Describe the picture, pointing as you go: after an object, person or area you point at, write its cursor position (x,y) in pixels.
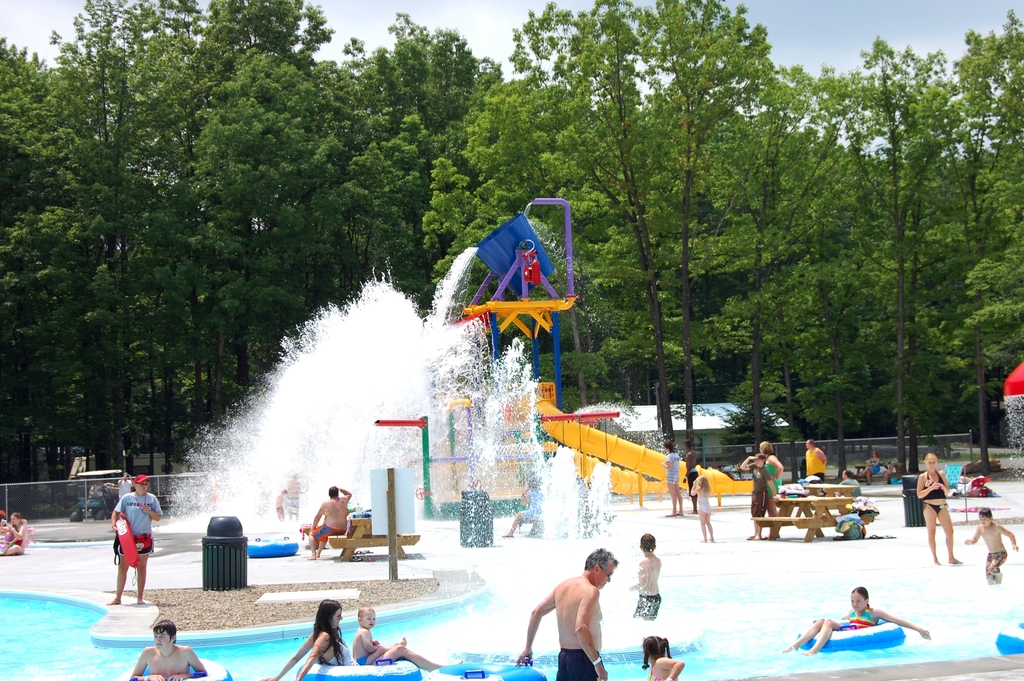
In this image we can see there is a swimming pool (191,636). In the swimming pool (350,628) few people (592,615) are swimming. At the center of the image (571,434) there is a water slide (613,445). In the background (557,182) there are trees (527,186) and sky (468,11).
